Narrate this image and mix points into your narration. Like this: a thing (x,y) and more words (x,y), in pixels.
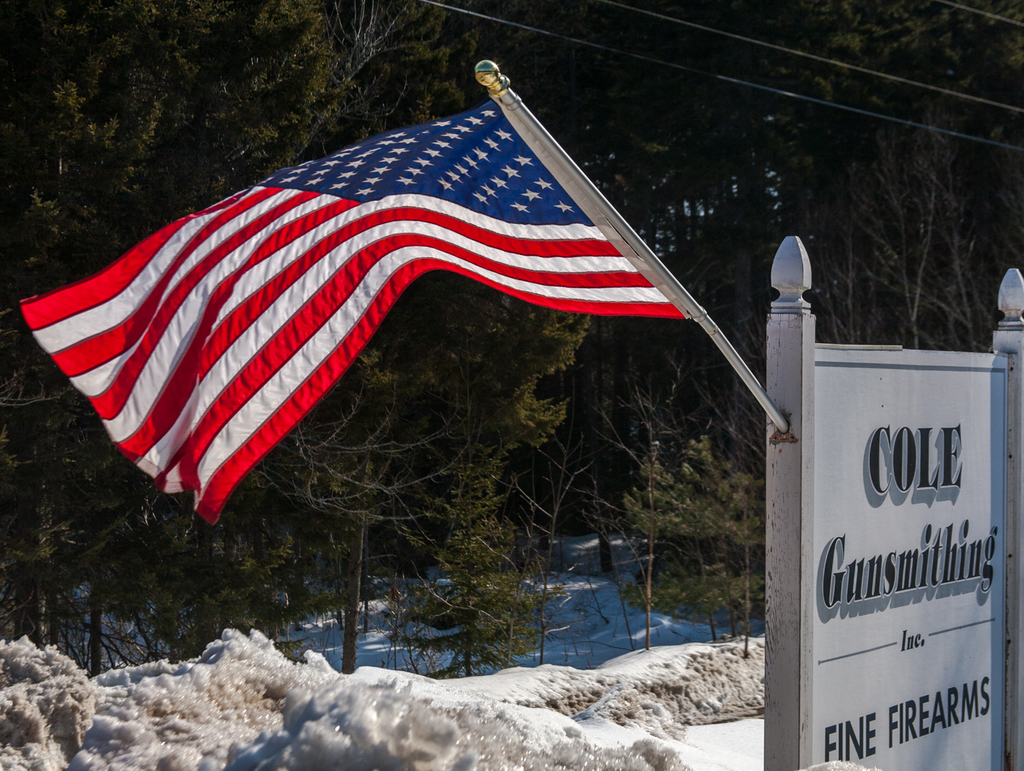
In this image there are trees (476,653), there are wires (974,138), there is ice (254,706), there is snow (193,718), there is a flag (425,252), there is a truncated board (893,560) with text (867,719) on it.
